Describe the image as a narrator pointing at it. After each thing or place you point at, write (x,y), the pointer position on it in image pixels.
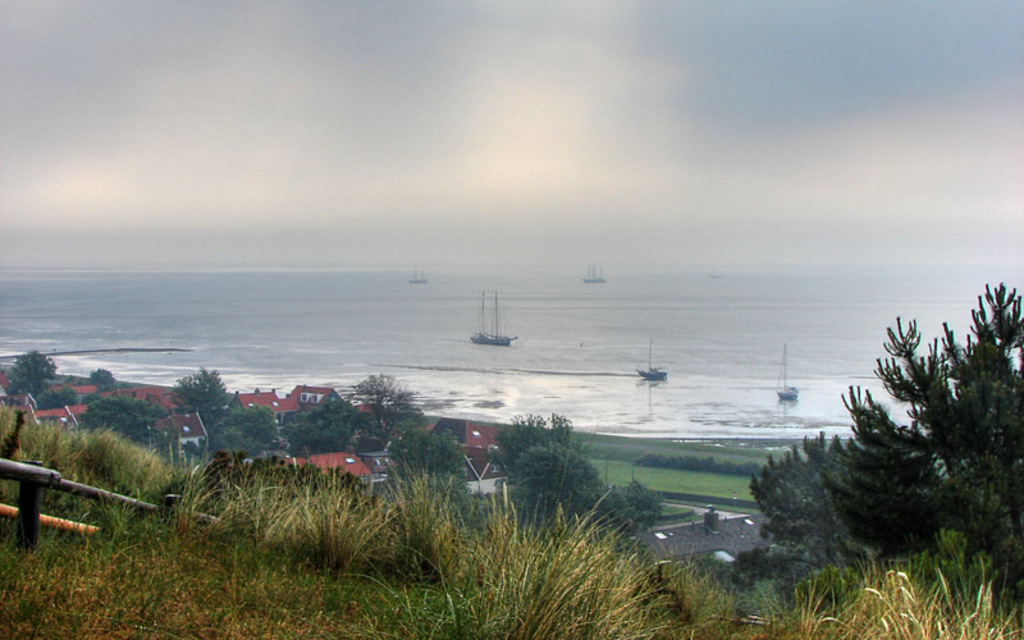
In this picture there is grass (433,588) which is in green color and there are trees (411,441) and buildings (329,467) beside it and there are few boats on water (536,304) in the background (485,309).
